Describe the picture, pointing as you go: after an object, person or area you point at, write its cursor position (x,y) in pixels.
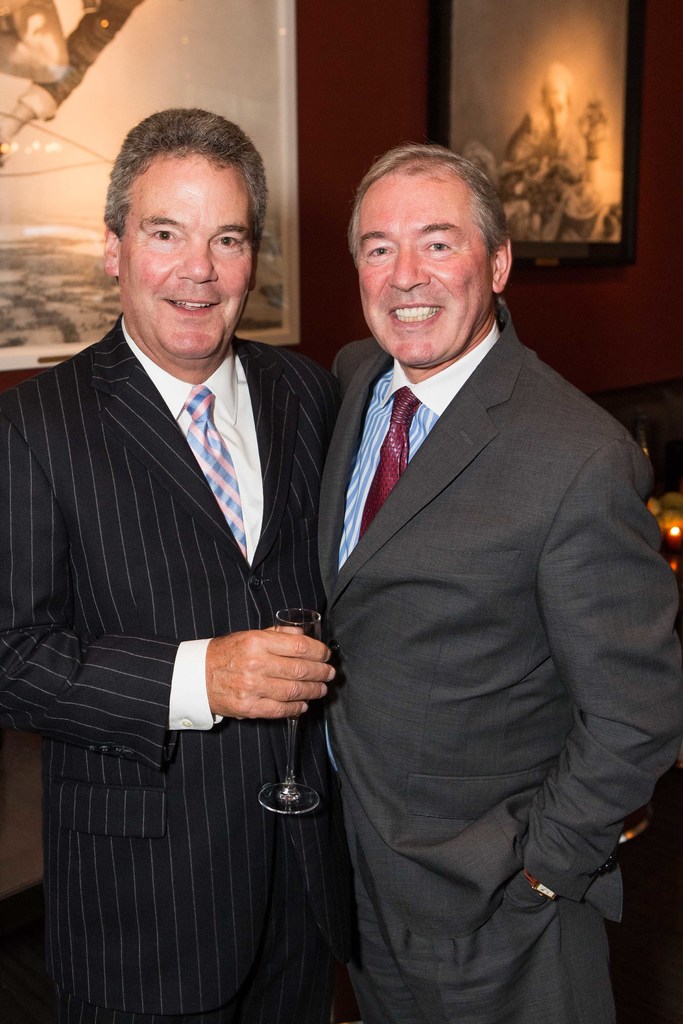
This picture might be taken inside the room (531,317). In this image, we can see two men (273,549) are standing, in this image, we can also see one man (204,796) is holding a wine glass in his hands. In the background (140,122), we can also see photo frames (558,49) attached to a wall (682,188).
